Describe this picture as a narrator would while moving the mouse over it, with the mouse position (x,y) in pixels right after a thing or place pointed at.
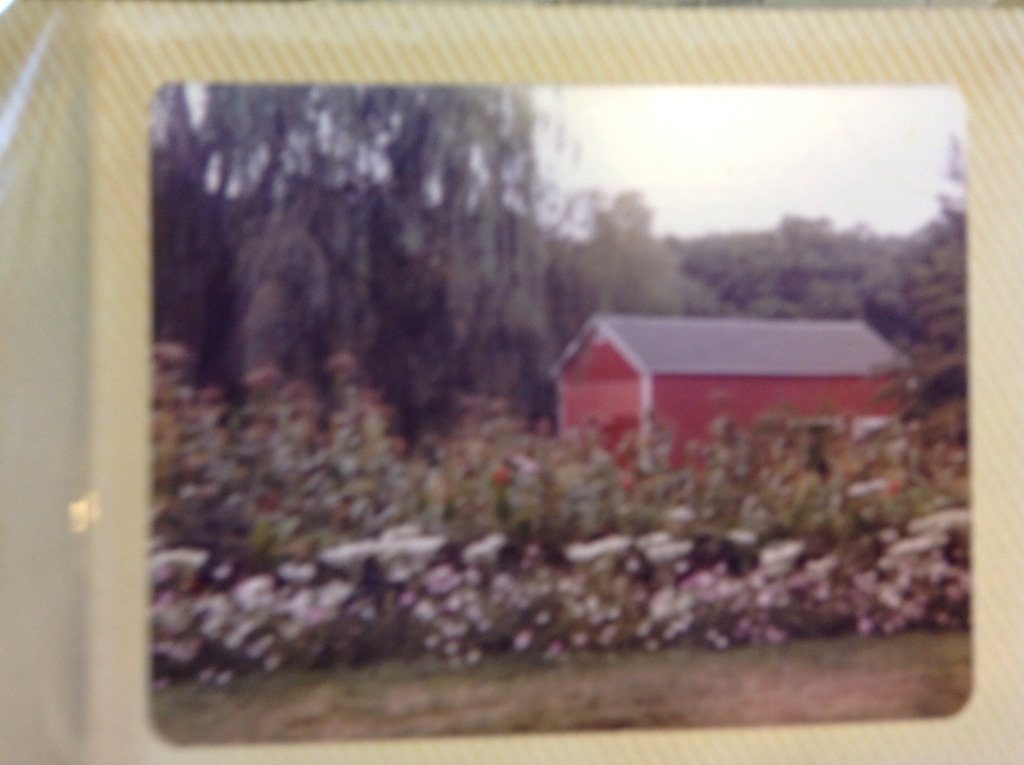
It seems like a poster (512,479) in the image, where we can see flower plants (324,527), house (762,388), trees (427,285) and the sky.
